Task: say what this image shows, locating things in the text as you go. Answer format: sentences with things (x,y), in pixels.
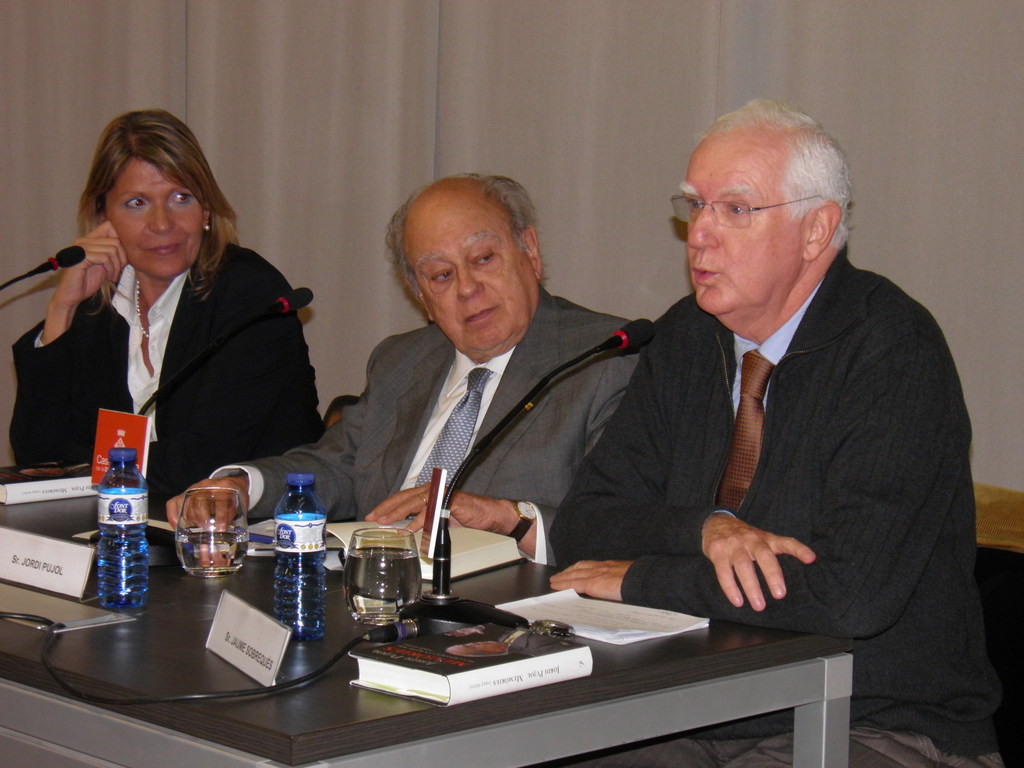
In this image I can see three persons (373,381) sitting. There are microphones (434,563), water bottles (118,458), name boards (264,667), books (486,562) and some other objects (227,523) on the table (132,638). In the background (440,114) it looks like a curtain (687,101).
